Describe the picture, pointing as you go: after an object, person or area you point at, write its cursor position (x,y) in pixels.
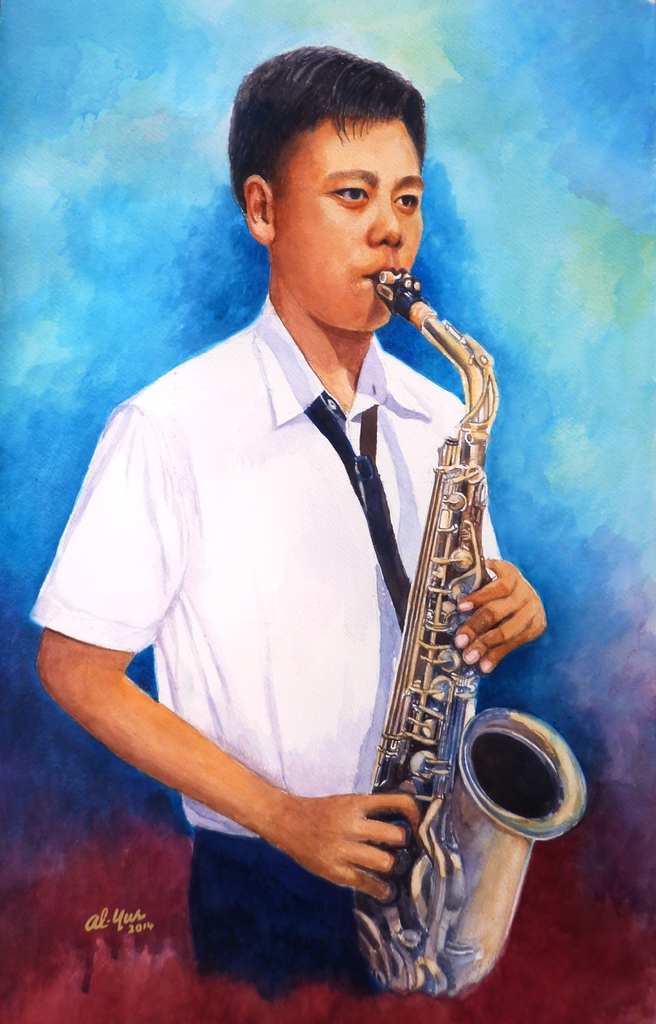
In the image there is a painting (153,296) of a man (123,713) playing saxophone (437,772), behind him the background (536,101) the blue.
